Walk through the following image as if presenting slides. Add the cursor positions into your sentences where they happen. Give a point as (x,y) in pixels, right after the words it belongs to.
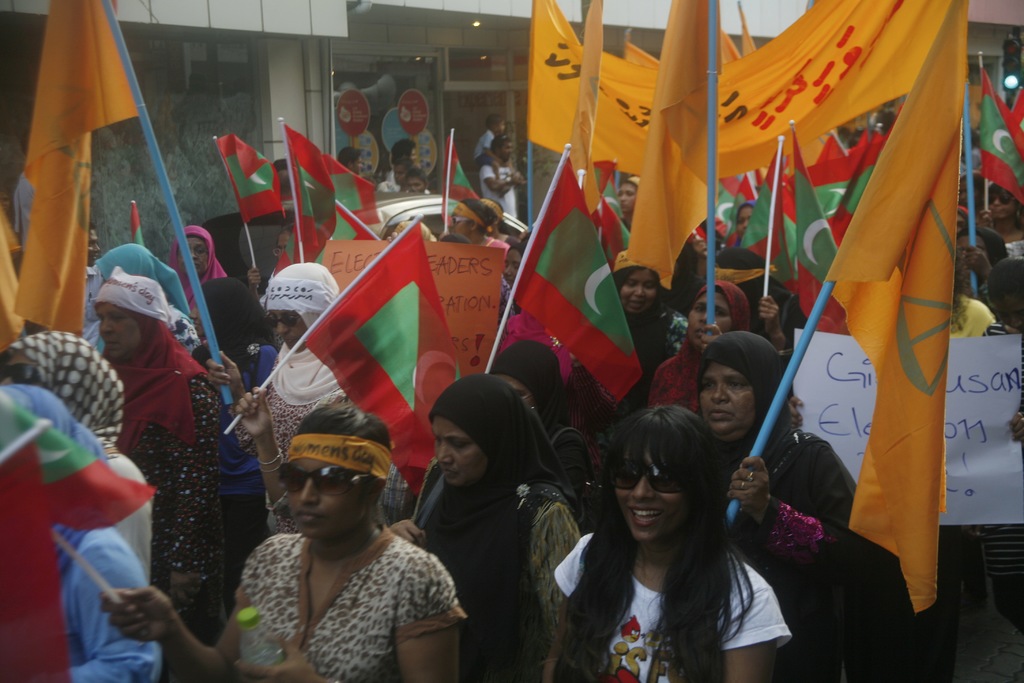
In this image there are a group of persons (546,424) holding an object (585,141), there are charts (837,379), there is text (949,447) on the charts (850,384), there is a vehicle (388,221), there is a building (437,83) towards the top of the image (507,79), there is a light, there is a wall (510,31).
